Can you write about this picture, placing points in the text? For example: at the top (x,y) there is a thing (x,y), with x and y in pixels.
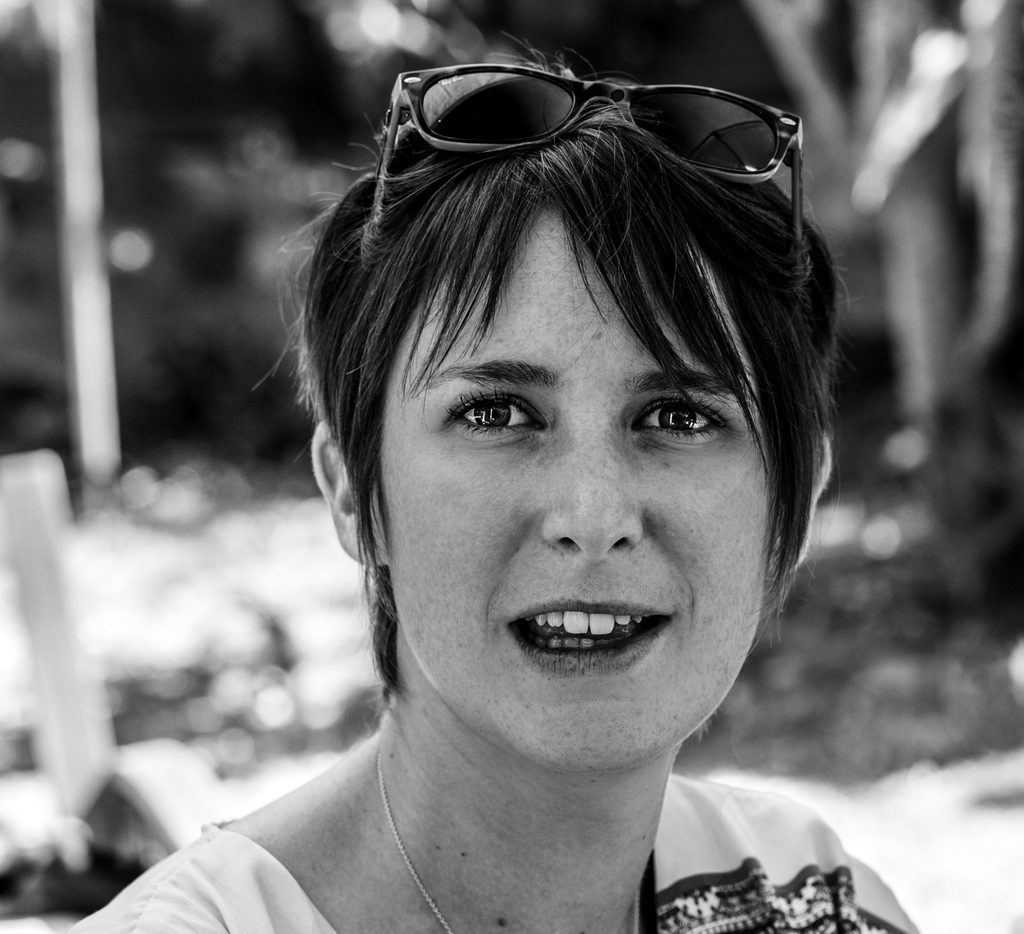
This is a black and white image where we can see a woman (548,442). We can see goggles (690,93) on her head (528,458). The background (92,625) is blurry.
